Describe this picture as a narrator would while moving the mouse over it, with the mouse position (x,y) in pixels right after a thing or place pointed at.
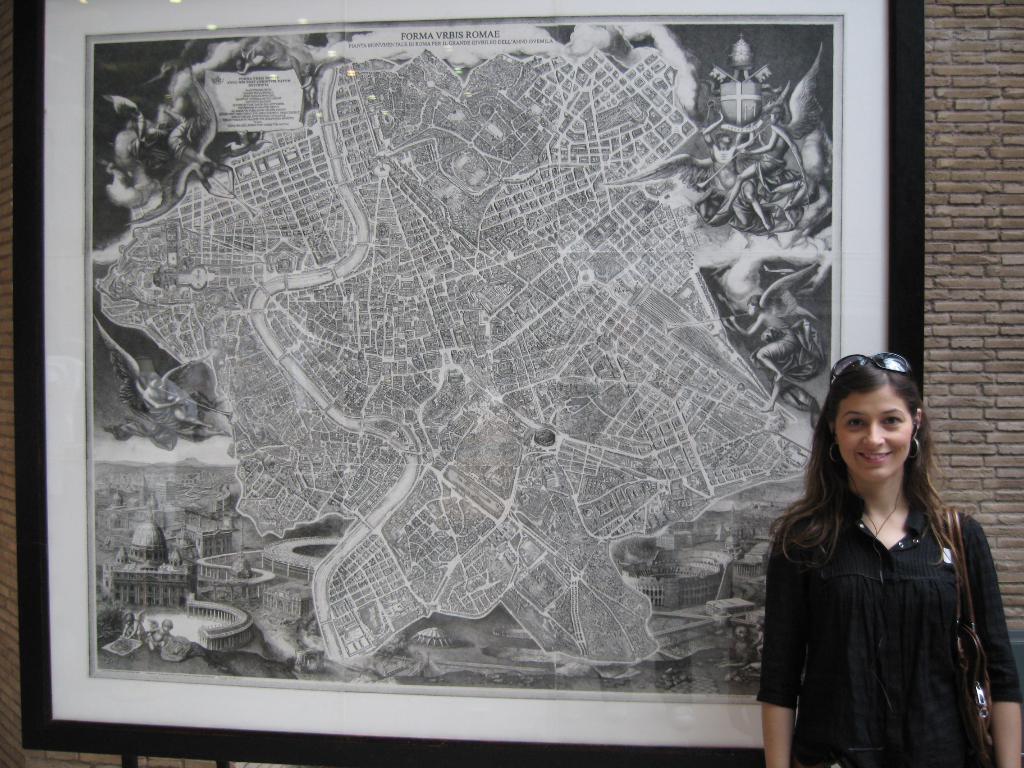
In this picture I can see a woman (866,611) is standing and smiling. The woman (866,410) is wearing shades (870,360), black color dress (883,613) and carrying a bag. Here I can see a photo (458,517) on the wall (1006,339). On the photo (539,357) I can see buildings (162,576), people (759,167) and a map (416,415). The photo (416,415) is black and white in color.
